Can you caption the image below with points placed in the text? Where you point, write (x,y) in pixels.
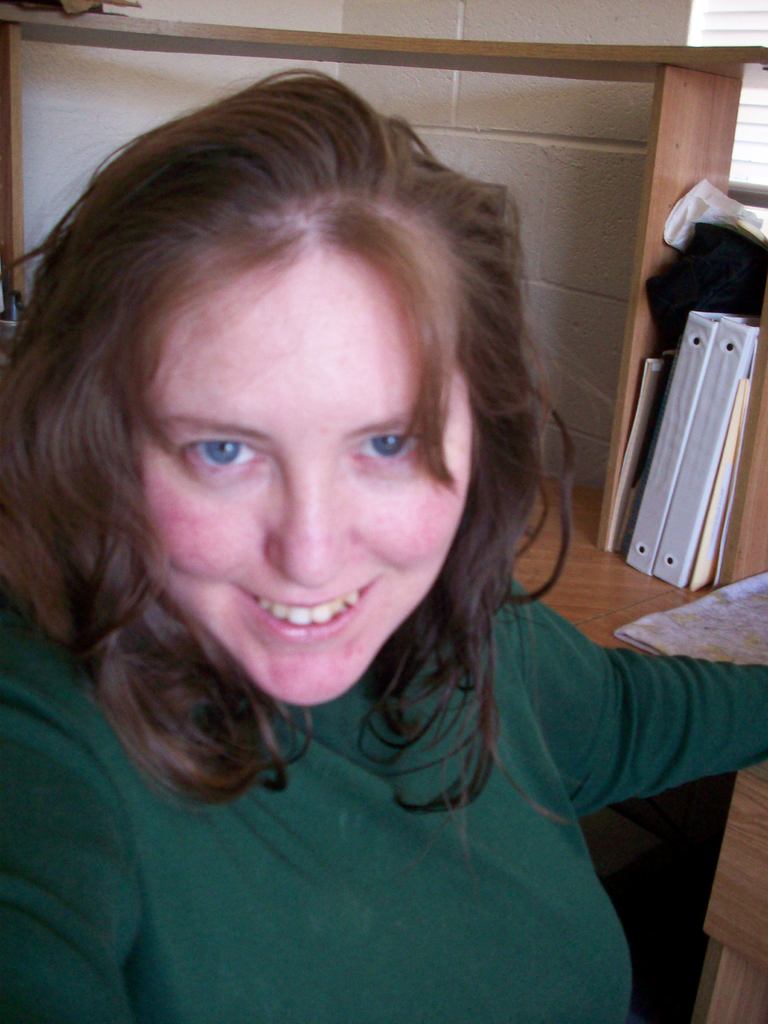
This picture is taken inside the room (694,869). In this image, we can see a woman (222,711) wearing a green color shirt (504,740). On the right side (739,960), we can see a table (722,1019), on the table (717,1006), we can see a cloth (730,602) and a few books (636,422). In the background (312,54), we can also see a wooden pole (290,56) and a wall (563,129).
